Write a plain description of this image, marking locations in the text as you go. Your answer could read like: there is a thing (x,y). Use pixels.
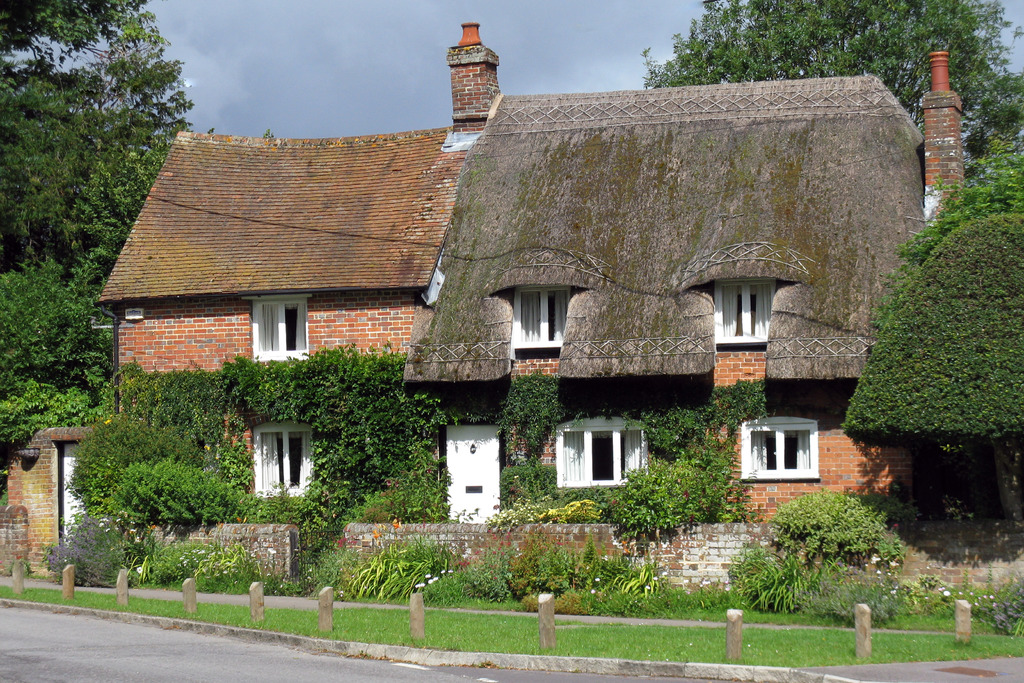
In the picture we can see a road (205,646) and a grass surface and behind it, we can see some plants (165,576) and a wall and behind it, we can see a house building (145,330) with some creepers (359,441) to the wall (343,454) and besides the building (131,341) we can see trees (63,205) and behind the house (706,296) we can see a sky (255,63) with clouds (657,20).
